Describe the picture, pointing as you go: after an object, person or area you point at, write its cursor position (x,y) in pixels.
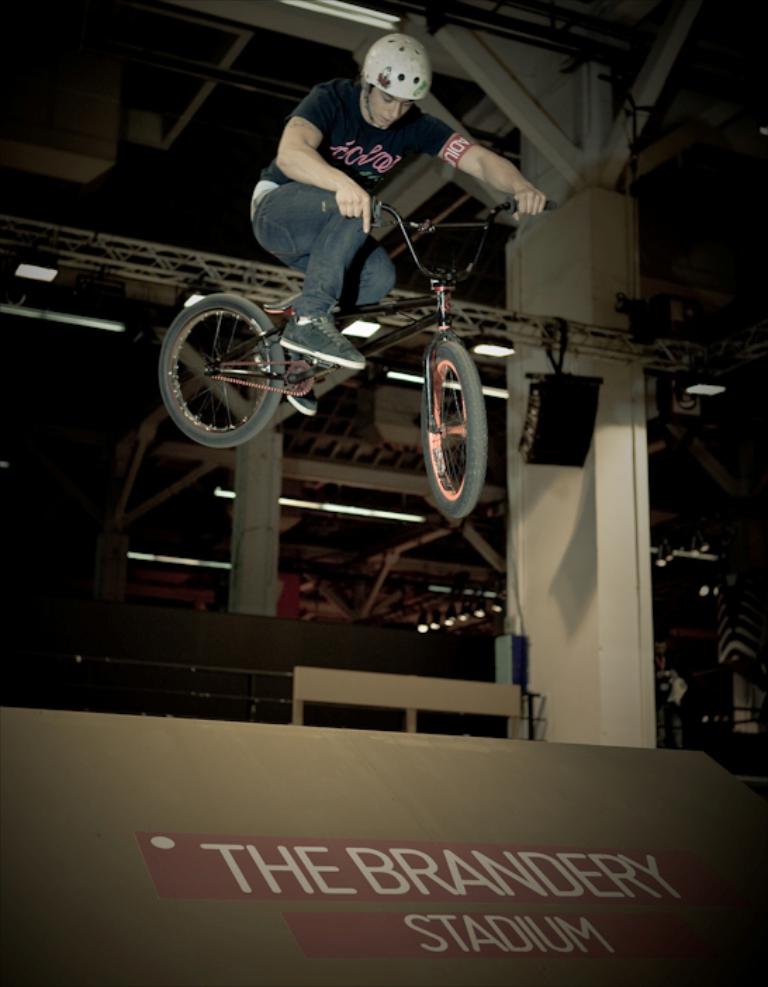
In this image a person (334,325) is riding a bike (372,342). There are many lamps (461,616) in the image.
